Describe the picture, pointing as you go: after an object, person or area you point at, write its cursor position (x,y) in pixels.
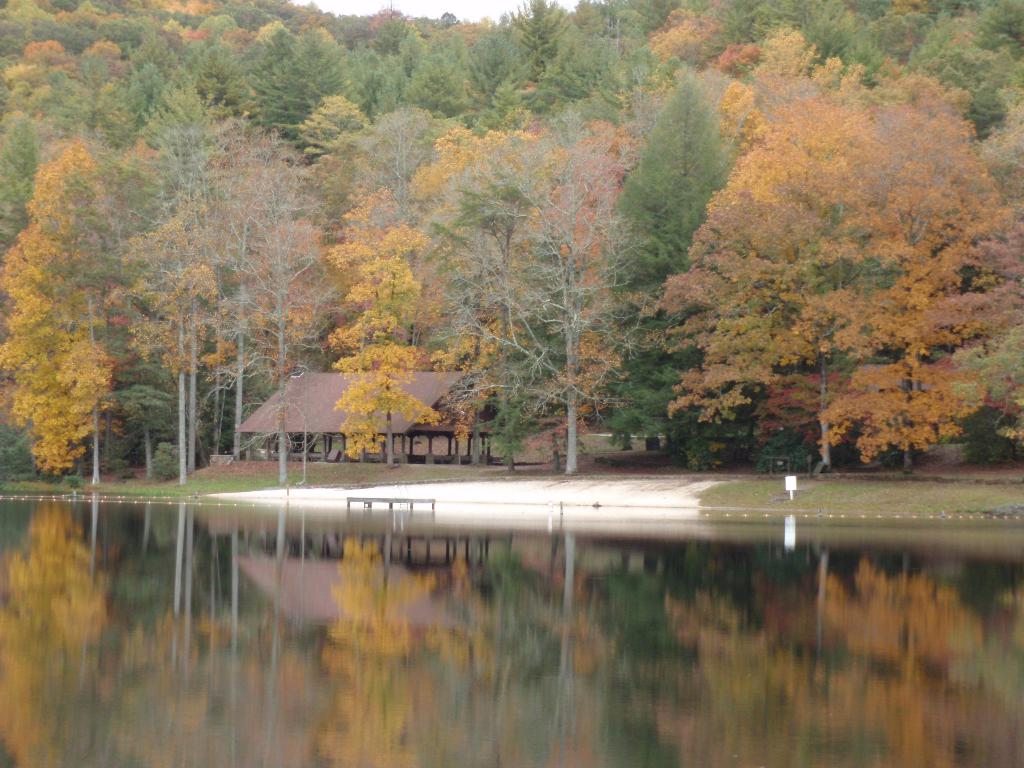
In this picture I can see trees (458,262), water (612,735) and it looks like a shelter (327,454) in the middle of the picture (439,436).
